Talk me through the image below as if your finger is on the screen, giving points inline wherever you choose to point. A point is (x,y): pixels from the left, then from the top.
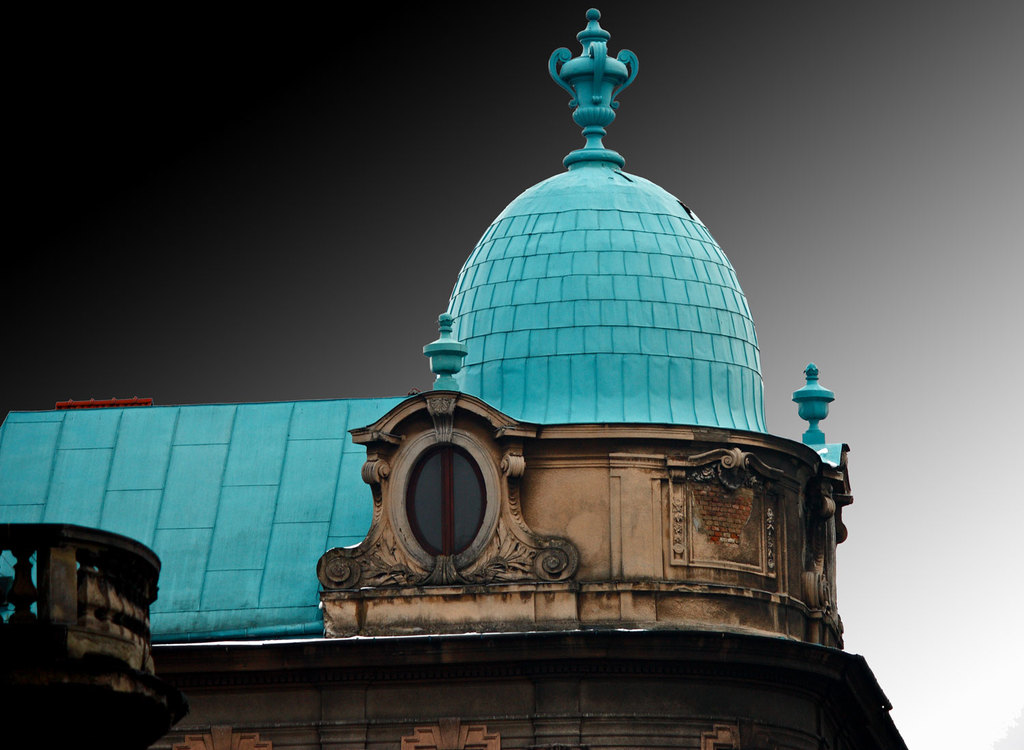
In the image we can see there is a domed building (409,499).
